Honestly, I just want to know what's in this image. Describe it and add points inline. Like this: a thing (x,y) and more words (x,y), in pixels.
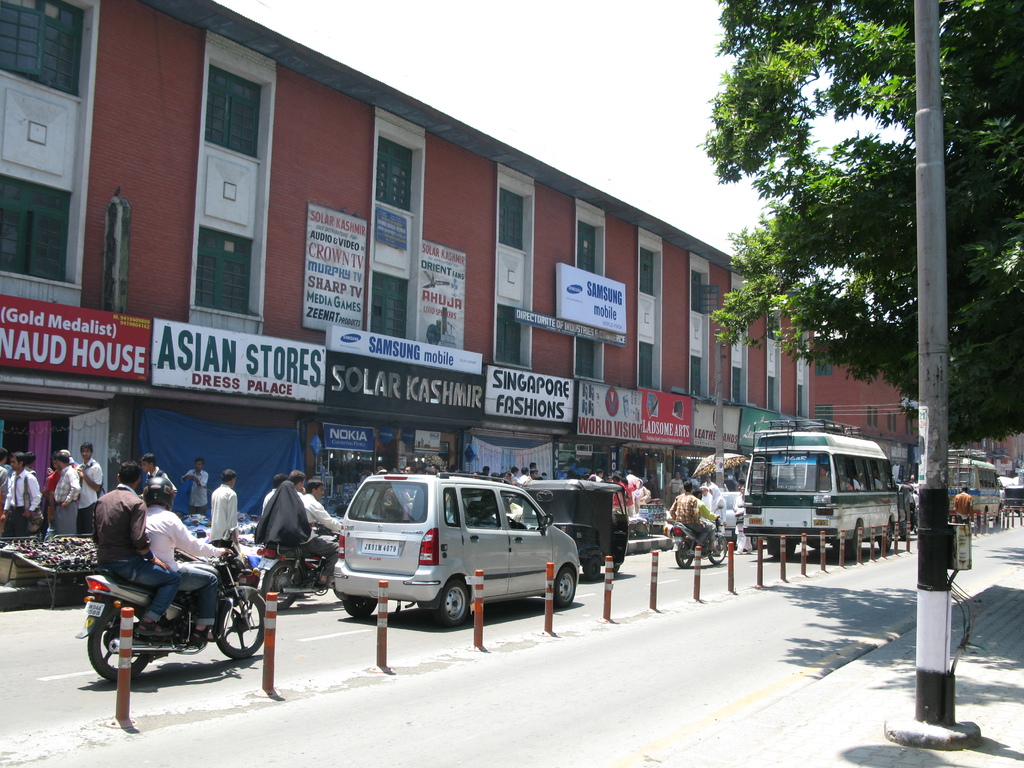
In this picture I can see the road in the center (553,509), on which I see number of vehicles (477,557) and I see few people (292,513). In the background (742,398) I see number of buildings (117,270) on which there are boards (171,330) and I see something is written on it and on the right side of this image (948,222) I see the trees (855,150) and I see a pole (919,60) and I see the sky (655,114) on the top of this image (621,130).
